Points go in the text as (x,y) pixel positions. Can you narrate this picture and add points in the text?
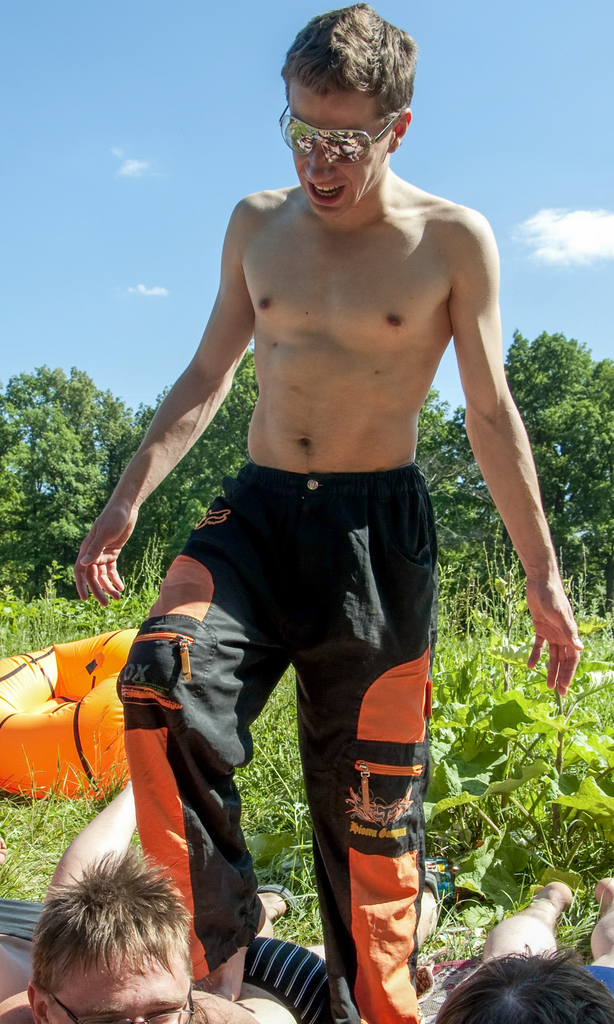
At the bottom (96,999) there are three persons (106,1010) lying on the ground (296,868) and we can see a man (349,493) standing on the middle person (278,997). In the background (53,740) there are plants (256,742), trees (70,403), an object (39,691) on the left side (47,707) and there are clouds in the sky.
